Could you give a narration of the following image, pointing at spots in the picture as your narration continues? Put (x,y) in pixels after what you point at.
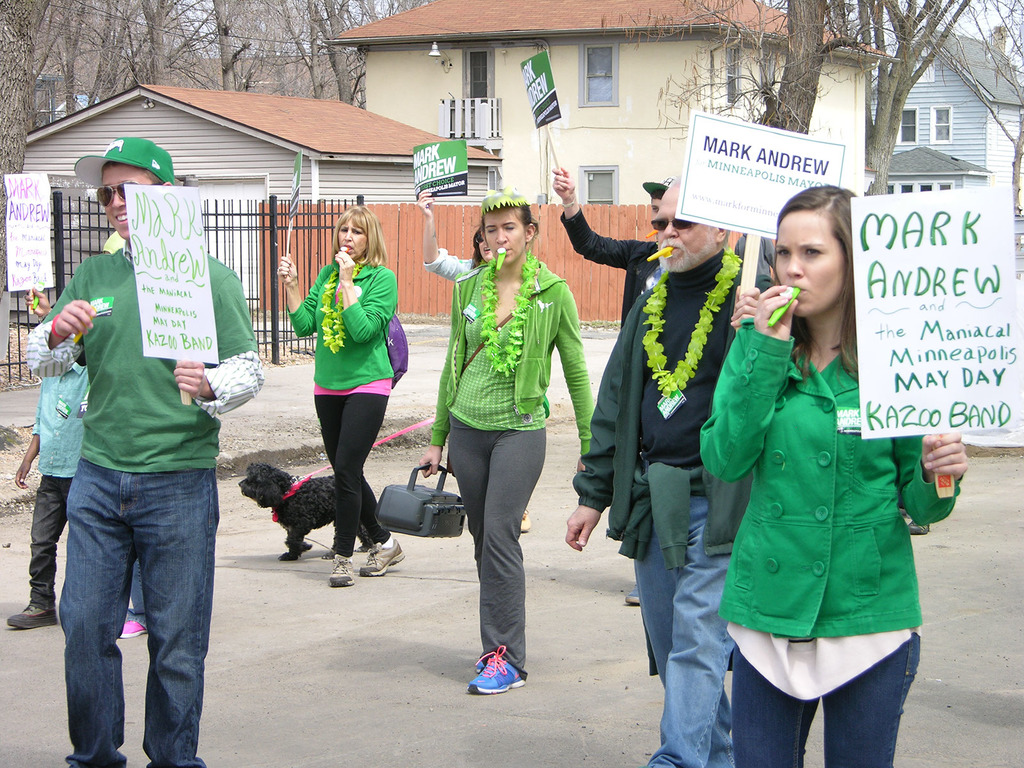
In the picture we can find a street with people (509,294) walking on the road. In the background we can find houses (368,162), buildings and dried trees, people (338,294) who are walking wearing a garlands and holding hoardings (19,245). And one person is holding a dog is in black in color.
